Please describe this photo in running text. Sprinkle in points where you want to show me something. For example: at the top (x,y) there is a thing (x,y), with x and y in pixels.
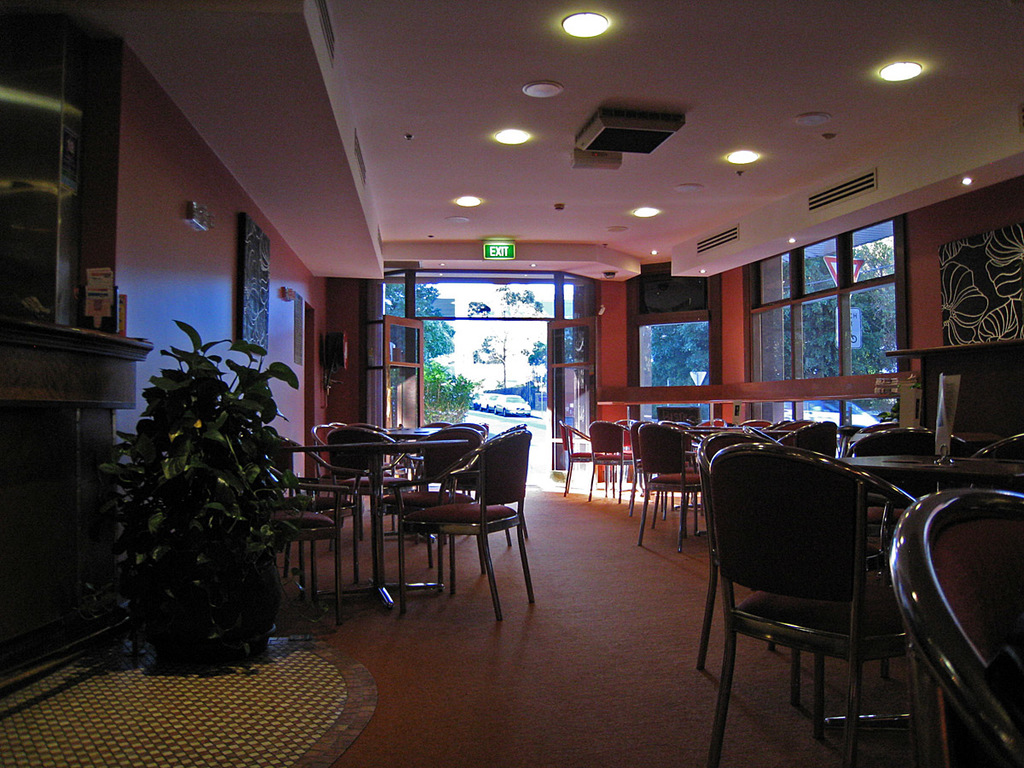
In this image we can see some tables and the chairs (643,519) which are placed on the floor (670,669). We can also see a plant (264,545) in a pot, the sign boards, the air conditioners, boards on a wall (291,394), some objects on the table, a door (398,372) and some ceiling lights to a roof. On the backside (540,422) we can see some cars (523,414) on the ground (537,456), a group of trees (505,360) and the sky (461,348).
